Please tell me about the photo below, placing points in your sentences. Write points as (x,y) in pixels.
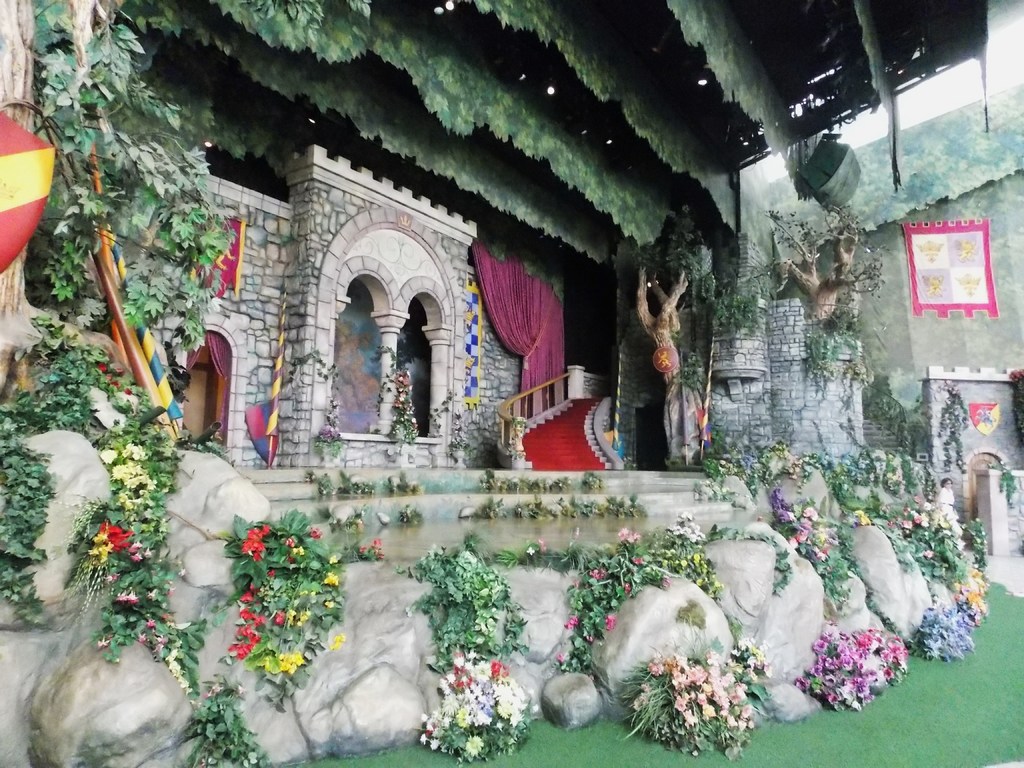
In this image I see the set (466,284) of the wall (484,327) over here and I see the curtains (198,360) and I see the steps (561,420) over here and I see the plants (70,382) and flowers (873,669) which are of different in colors and I see the stones (661,592) and I see the green grass (584,730) over here and I see the poster (918,299) over here.
